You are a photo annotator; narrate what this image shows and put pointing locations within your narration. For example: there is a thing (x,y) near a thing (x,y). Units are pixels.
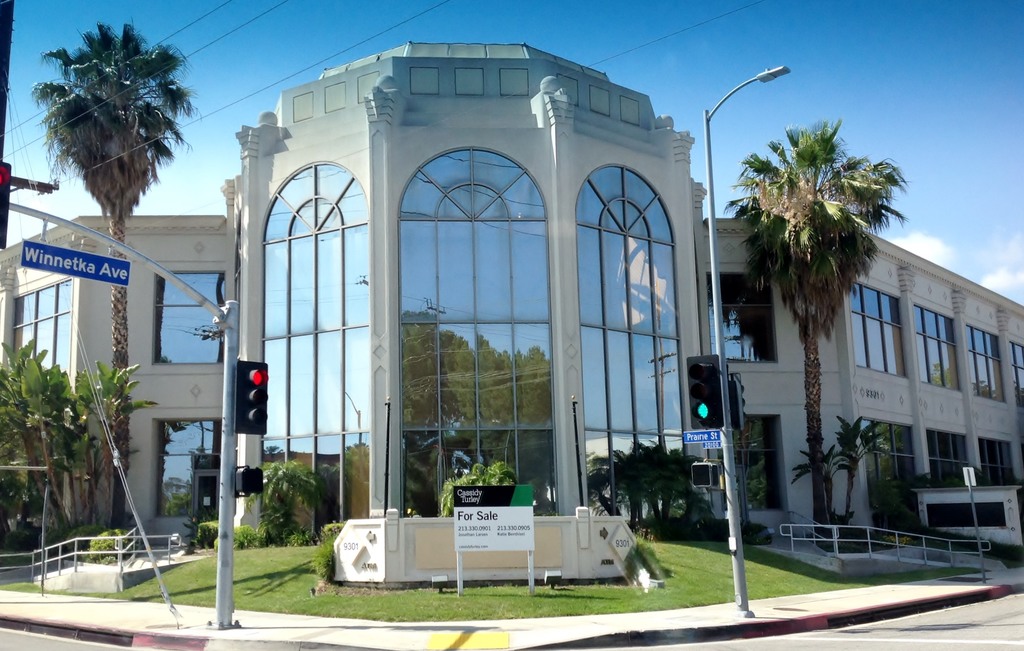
In this picture we can see lights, traffic signals (722,413) and boards (697,431) on poles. We can see road (931,616), railings (85,552), plants (291,533), grass (265,554), and building (793,395). In the background of the image (203,112) we can see the sky (966,153).
